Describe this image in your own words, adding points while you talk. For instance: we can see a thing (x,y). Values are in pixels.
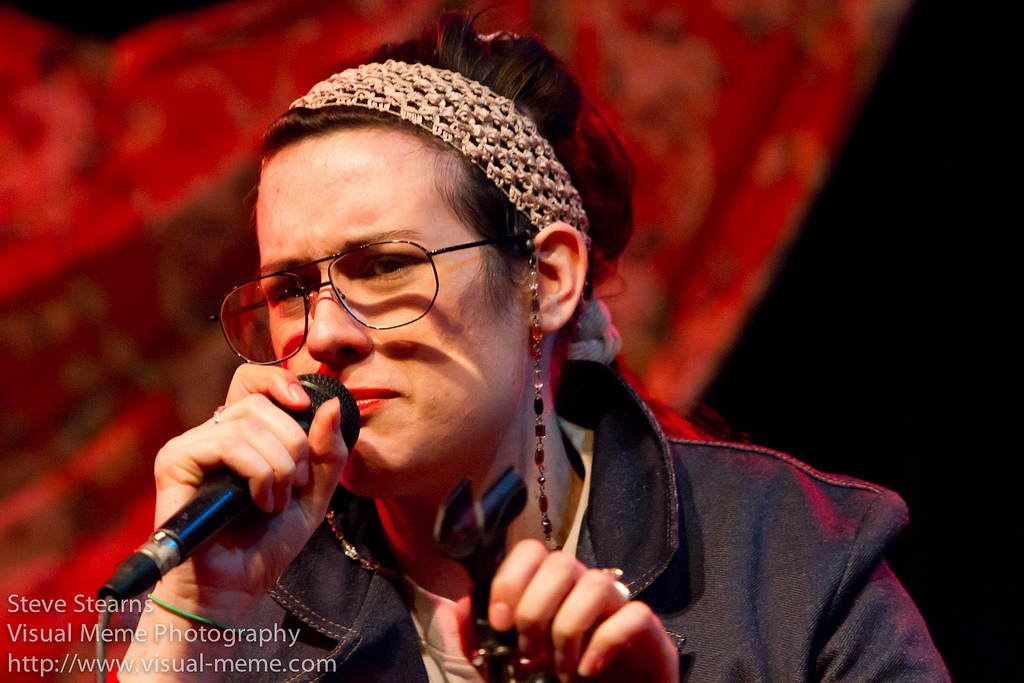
In the center of the image (391,231) there is a woman (338,206) standing and holding a mic (209,499). In the background (2,421) there is a cloth (28,46). At the bottom left corner (30,647) there is a text (202,636).
